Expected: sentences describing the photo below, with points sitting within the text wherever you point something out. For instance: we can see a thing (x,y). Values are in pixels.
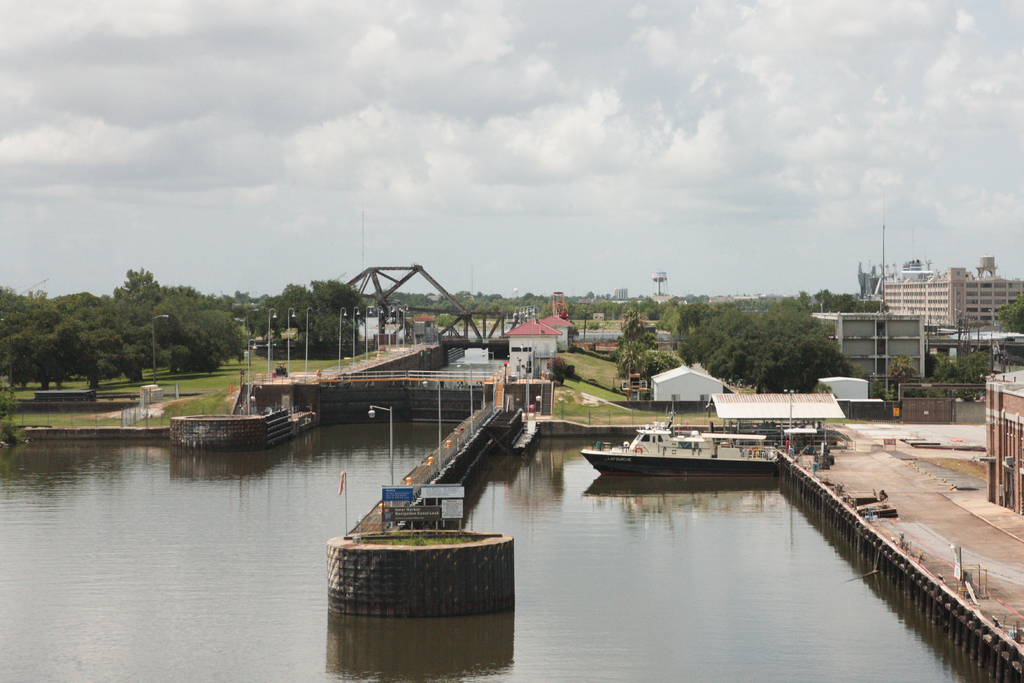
In the center of the image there is a wall (474,606) in the water (593,613). On the wall (430,534), we can see the grass (403,534), sign boards (422,516) and one flag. And we can see one bridge (455,479), one boat (611,447), gates (430,390), poles (272,349), fences (346,374) and a few other objects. In the background (213,138), we can see the sky (383,161), clouds (594,161), one bridge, trees (40,341), grass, buildings (882,335), one shed (719,400) and a few other objects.
